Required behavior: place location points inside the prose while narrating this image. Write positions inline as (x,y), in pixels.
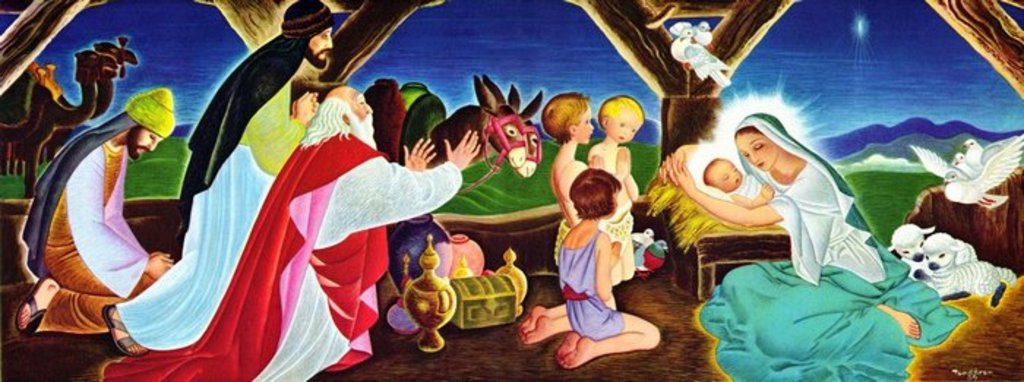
In this picture I can see an depiction image where I can see number of people (277,130), few birds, few things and in the background (512,196) I can see the grass (513,195) and the sky (618,62). I can also see 2 sheep (958,279).
